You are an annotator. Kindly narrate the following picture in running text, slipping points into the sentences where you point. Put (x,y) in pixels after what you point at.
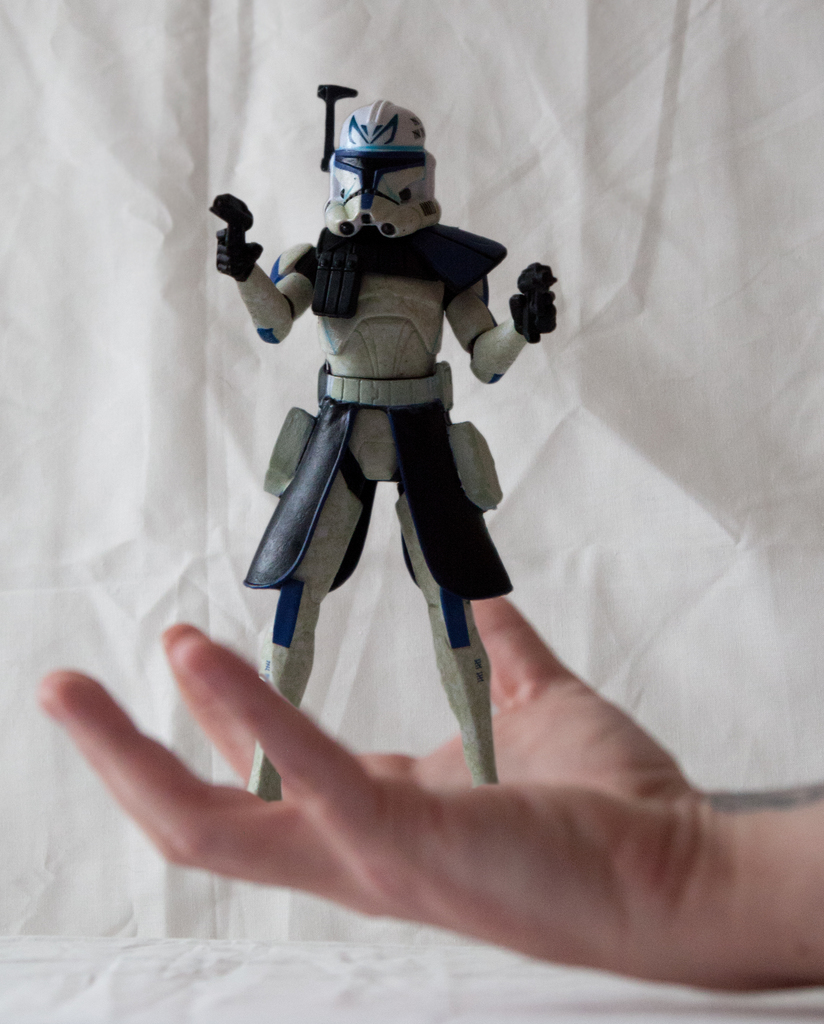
It's a toy (432,571) in a human hand (614,829), behind it. It's a white color cloth (688,317).
